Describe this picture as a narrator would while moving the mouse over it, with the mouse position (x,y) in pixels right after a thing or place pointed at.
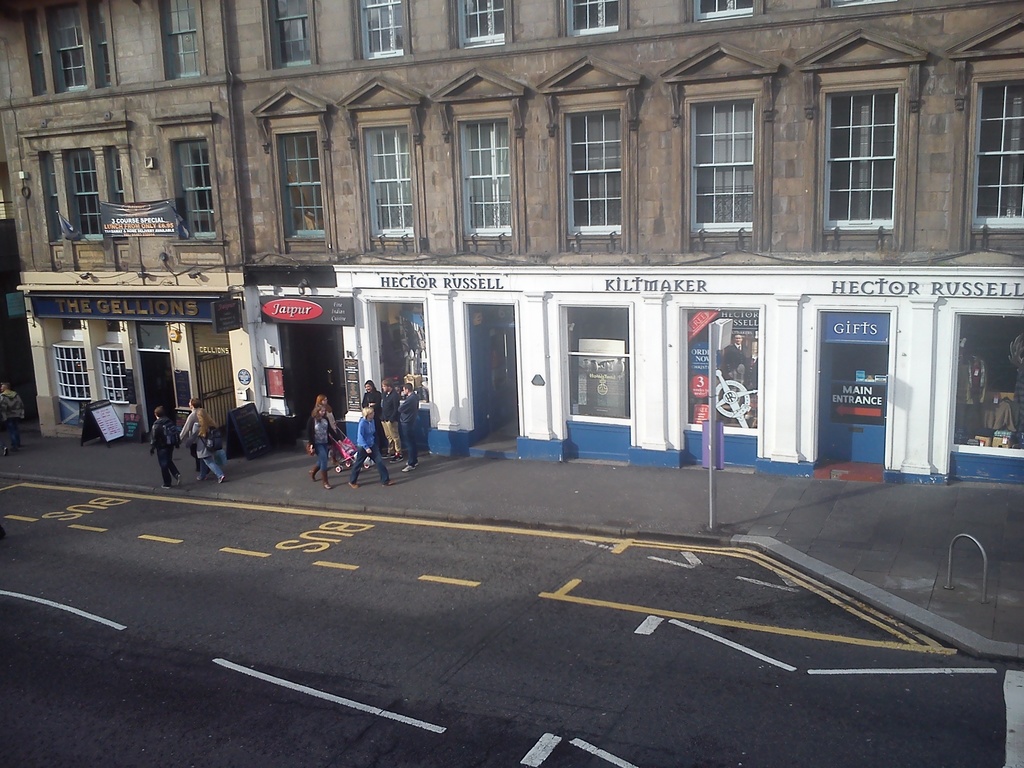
In front of the image there is a road (429,603), beside the road (358,603) there are a few people (312,439) walking on the pavement (432,463) and there is a metal rod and a lamp post (712,353) on the pavement (743,501), behind the pavement (717,491) there is a building (390,183) with glass windows (198,185), banners (139,206), name boards (313,307), in front of the building (154,378) there is a menu board (91,403).
